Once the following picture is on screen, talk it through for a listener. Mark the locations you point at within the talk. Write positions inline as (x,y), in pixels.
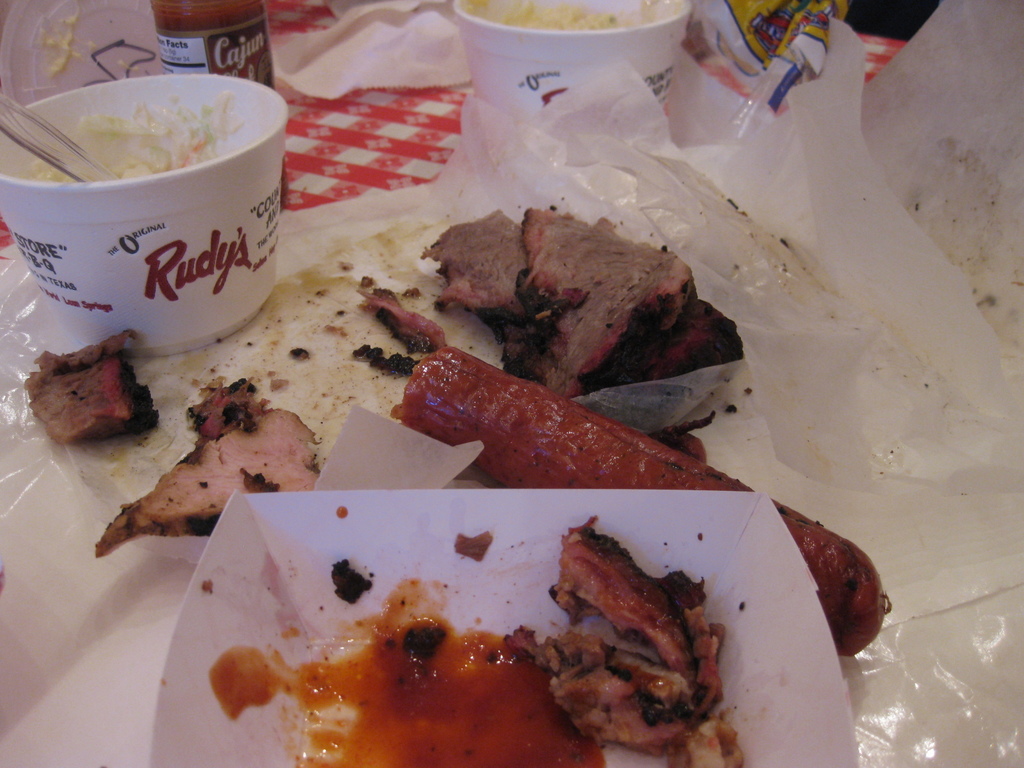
In this image we can see food items (188,517), bowls (241,131), container (641,556), covers (743,232) and a bottle (181,39).
